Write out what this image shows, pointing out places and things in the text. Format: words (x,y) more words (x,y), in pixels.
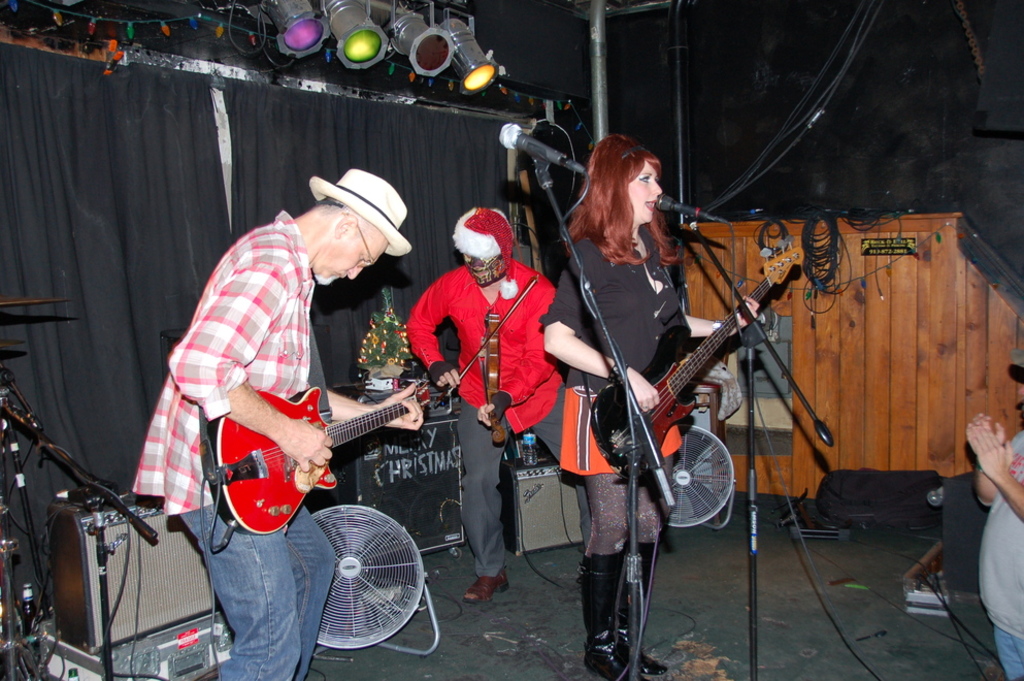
These three persons (284,296) standing and holding musical instrument (651,365). There is a microphone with stand (756,553). On the background (446,139) we can see curtain (446,139) and focusing lights (285,36). This is fan (374,560). This person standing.
